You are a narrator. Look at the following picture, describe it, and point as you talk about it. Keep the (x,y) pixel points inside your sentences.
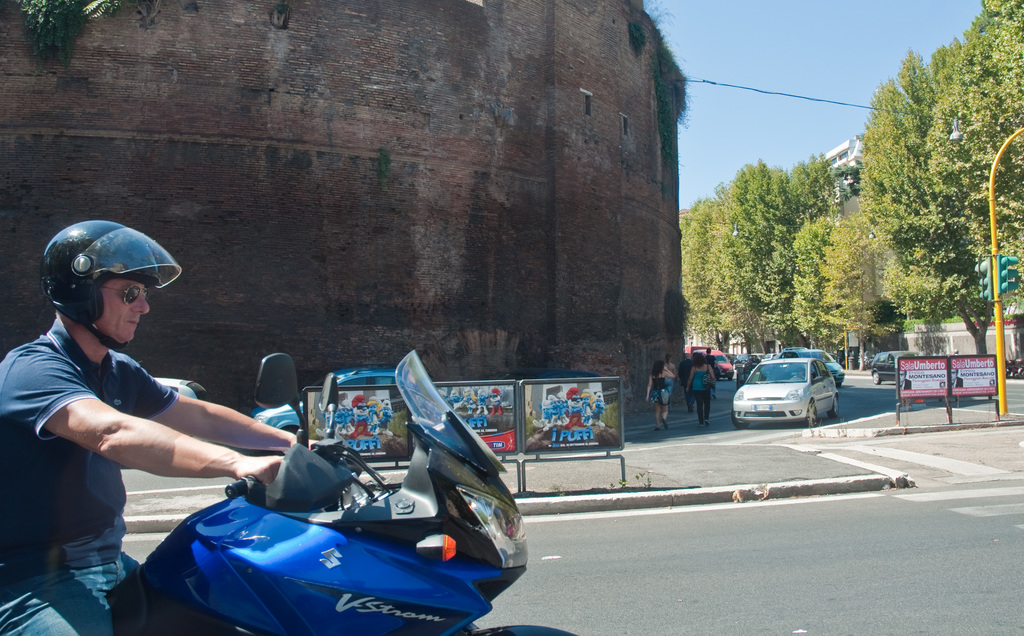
This picture shows a man (128,316) driving a motorcycle (123,632) and he wore sunglasses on his face (110,311) and helmet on his head (109,284) and we see few cars (745,410) moving and people (659,420) walking on the side and we see a building (529,59) and trees (741,255) on the other side of the road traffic signal pole (1000,313).
